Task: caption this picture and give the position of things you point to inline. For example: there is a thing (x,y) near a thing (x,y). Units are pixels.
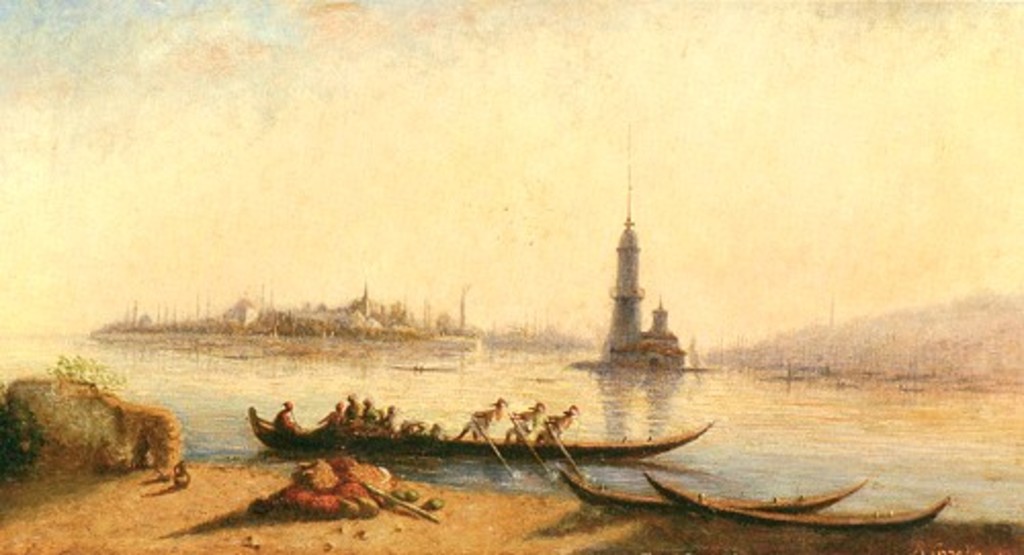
In this image I can see a painting (437,280) in which I can see the ground (485,519), few objects (369,503) on the ground (500,524), few boats (672,501) on the ground (672,523) and few boats (477,447) on the surface (467,466) of the water (515,469). In the boat (433,447) I can see few persons (376,417) sitting and few of them are holding paddles (497,453) in their hands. In the background (654,356) I can see few buildings (629,315) and the sky (484,308).
